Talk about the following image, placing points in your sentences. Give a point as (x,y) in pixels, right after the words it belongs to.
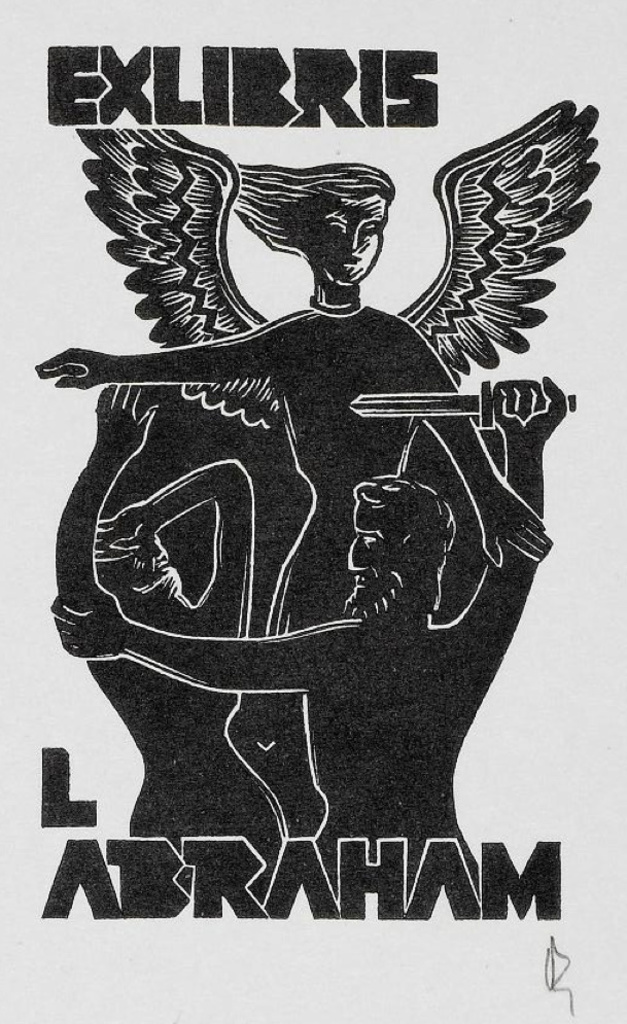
This might be a poster in this image, at the top (223,71) and bottom there is text (311,858). And in the center (410,606) there is an image (307,424) of three people (376,633) and there is white background (554,61).
